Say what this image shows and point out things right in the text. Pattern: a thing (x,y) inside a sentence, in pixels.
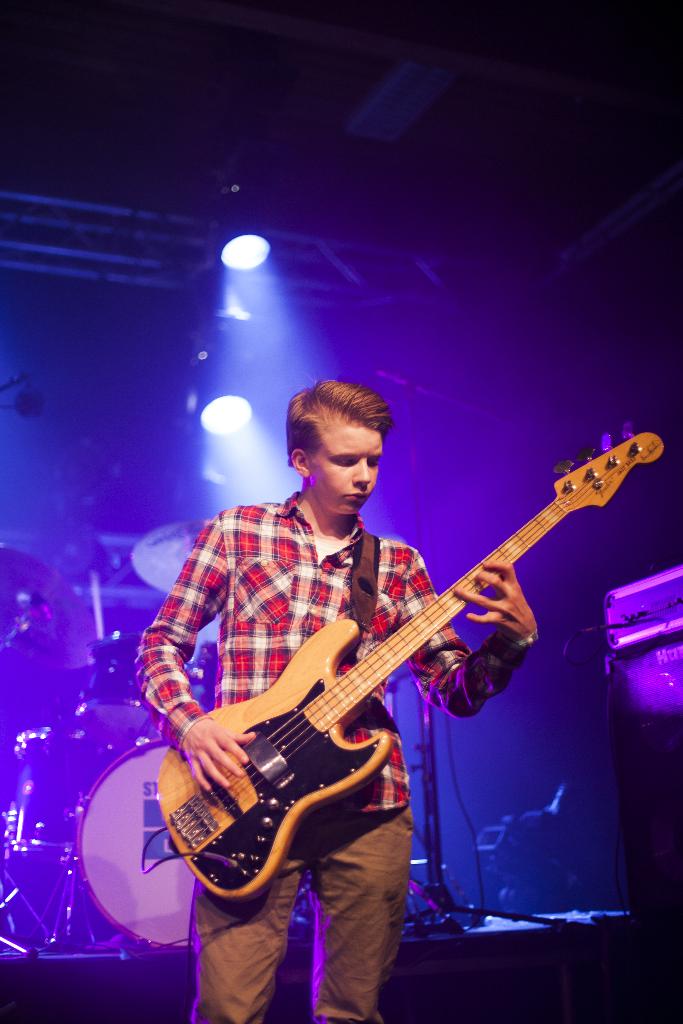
In this picture there is a man (396,807) standing and wearing guitar (278,737). He is also playing guitar (402,648). Behind him there are drums (124,840) on drum stands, cymbals (52,648) and a speaker (632,674). In the background (262,244) there are spotlights (255,250).
